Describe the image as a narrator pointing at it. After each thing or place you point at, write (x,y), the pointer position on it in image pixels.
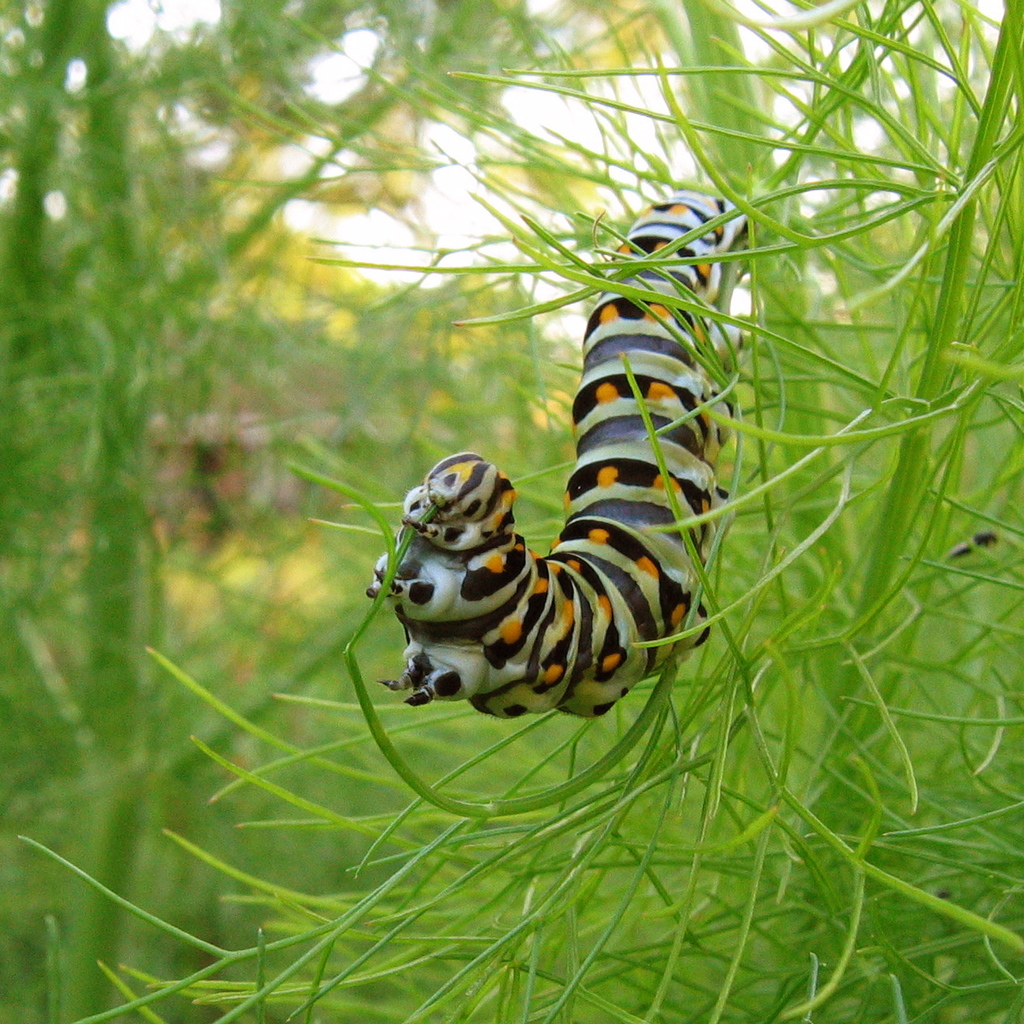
In this picture there is an insect (639,542) on the plant (777,508) which is in green color and there is greenery (280,356) in the background (290,359).
